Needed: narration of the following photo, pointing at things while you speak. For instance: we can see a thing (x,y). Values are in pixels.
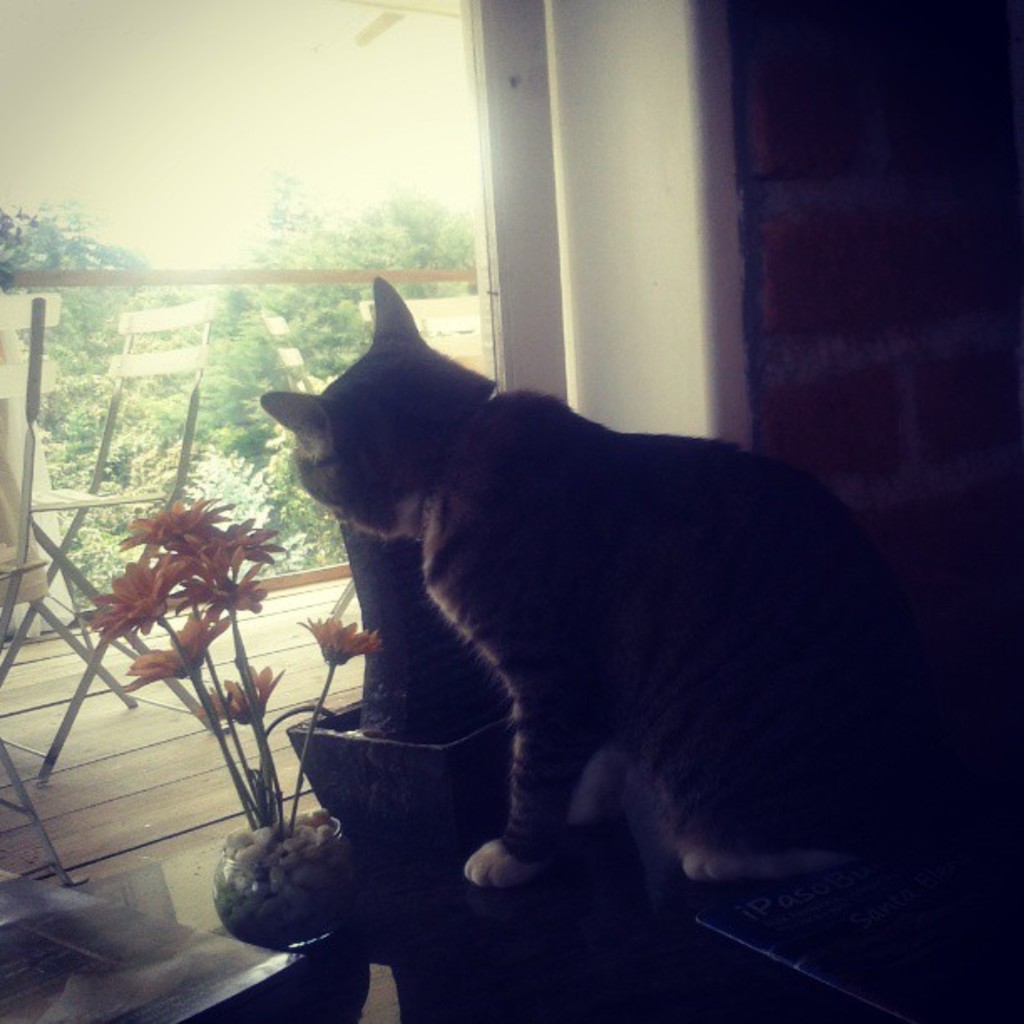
There is a cat (579,630), flower pot (308,756) and other objects (345,803) in the foreground area of the image (388,690), there are chairs (131,367), railing (200,271), trees (383,245) and the sky (260,112) in the background (73,555).
